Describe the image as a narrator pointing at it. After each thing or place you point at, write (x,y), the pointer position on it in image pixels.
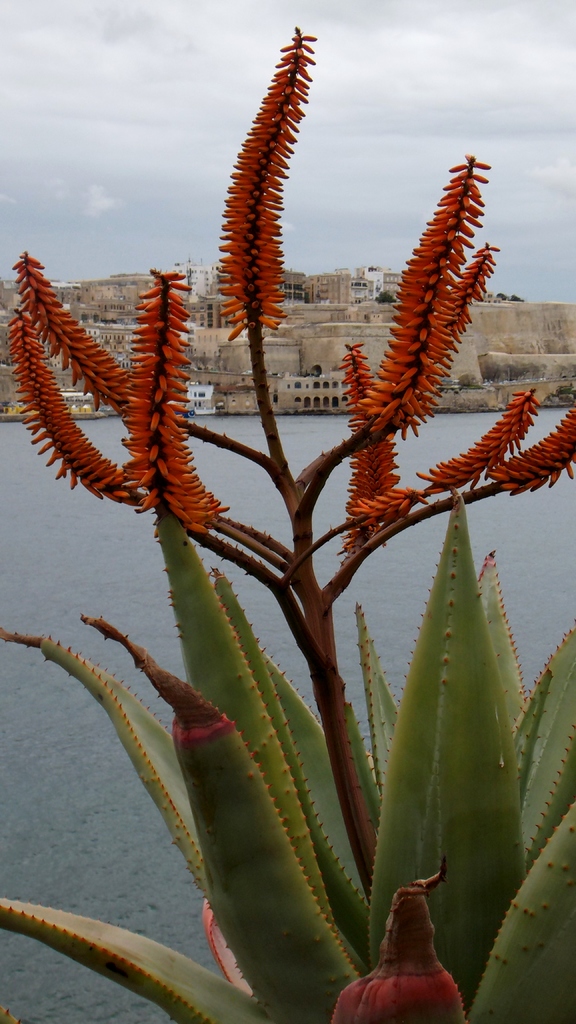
In this image I can see a plant (280,858) which is green, brown and orange in color. In the background (277,372) I can see the water (121,534), a boat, few buildings (305,360) and the sky (558,146).
